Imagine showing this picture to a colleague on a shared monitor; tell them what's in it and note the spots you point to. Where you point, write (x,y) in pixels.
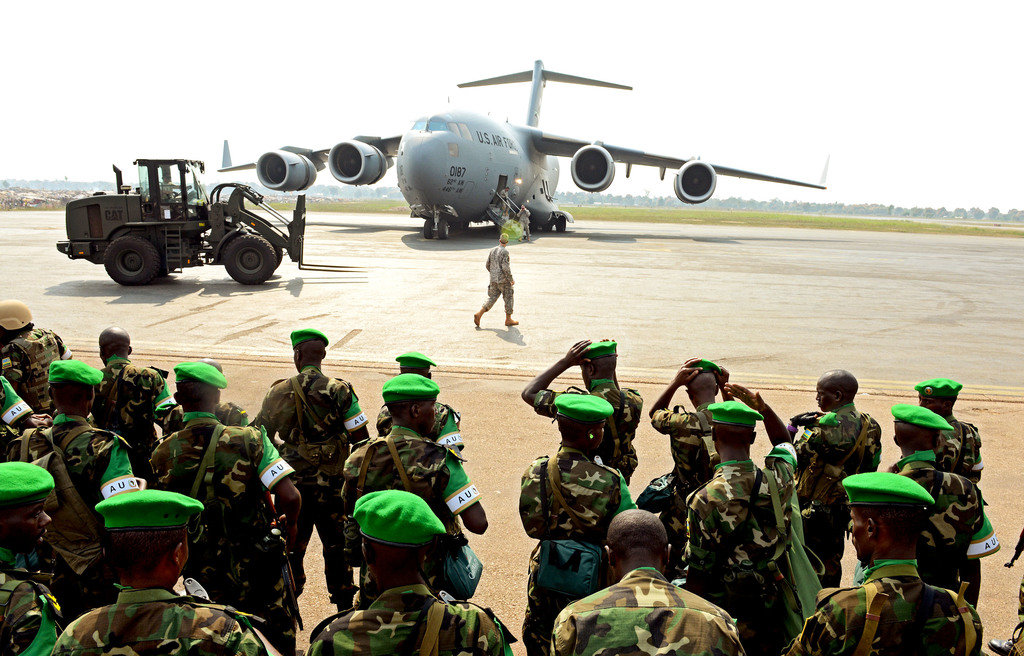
There are many people (277,464) wearing caps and holding bags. In the back (465,175) there is a flight (441,136). Also there is a vehicle (187,214). In the background (443,51) there is sky (484,66).
